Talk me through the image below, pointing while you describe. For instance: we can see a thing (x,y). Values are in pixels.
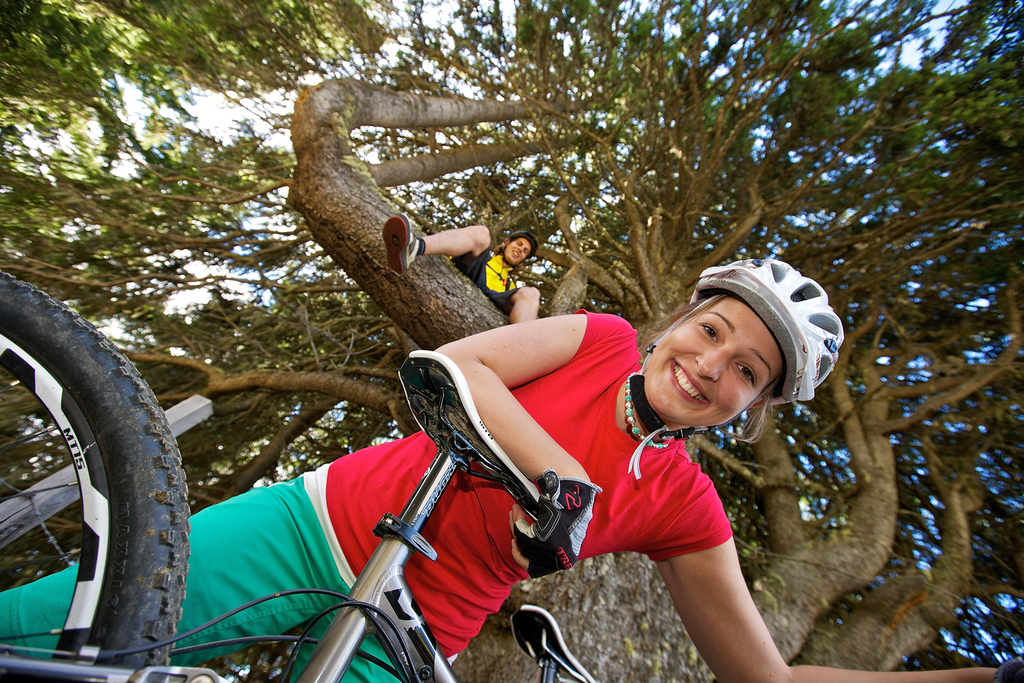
There are two people (360,496) in the picture, The one is on the tree (446,288) and the other is on the floor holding a bicycle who wore a helmet (713,270) and hand gloves (564,497).
